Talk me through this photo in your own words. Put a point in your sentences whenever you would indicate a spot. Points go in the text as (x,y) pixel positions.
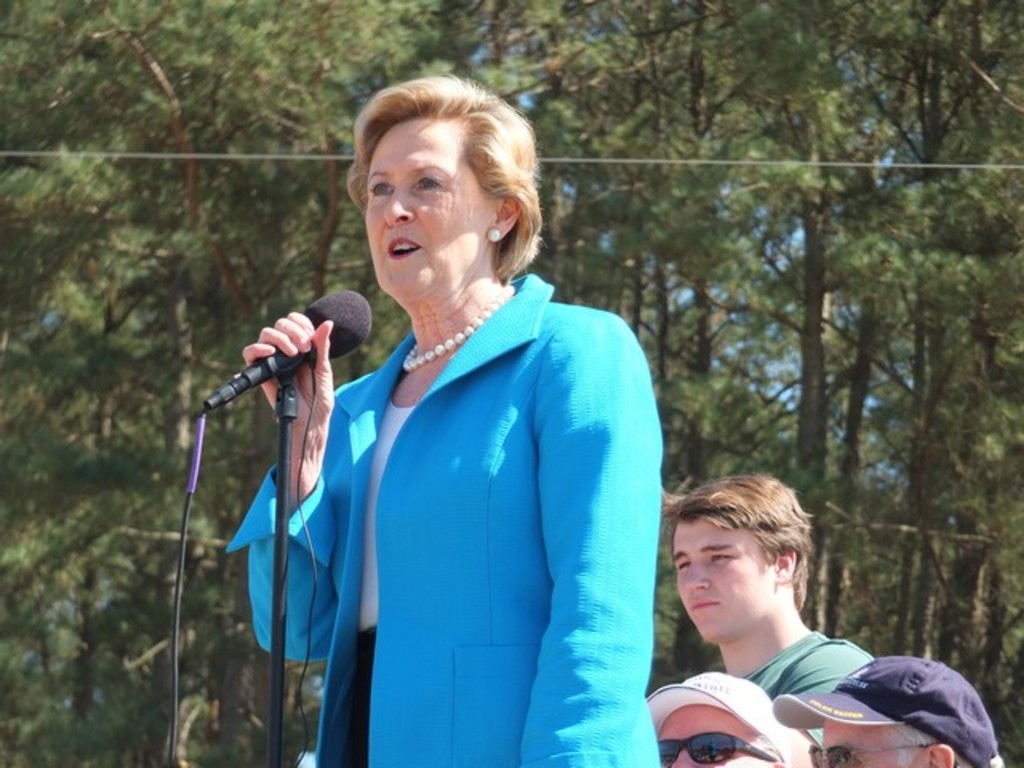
It is an open area (831,442) a woman (492,420) is wearing blue color blazer (486,422) she is speaking through the mic (347,311), behind her there are few people (829,654) sitting in the background (765,264) there are big trees (668,219) and sky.
